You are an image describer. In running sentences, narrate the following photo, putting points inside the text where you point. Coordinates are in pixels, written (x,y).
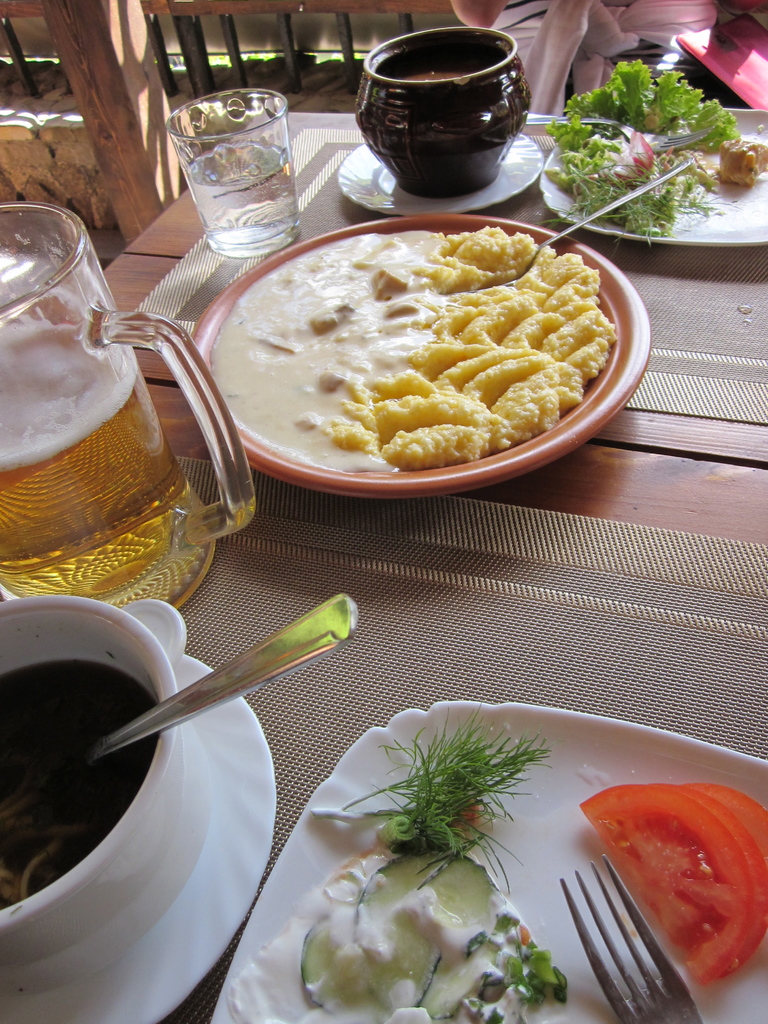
In this picture there is a food (411,354) in a plate (623,378). There is a spoon (647,192), a glass (251,190), a bowl (419,150), a jug (76,450) on the table (544,503). There is a fork (607,886) on the table (661,511).
